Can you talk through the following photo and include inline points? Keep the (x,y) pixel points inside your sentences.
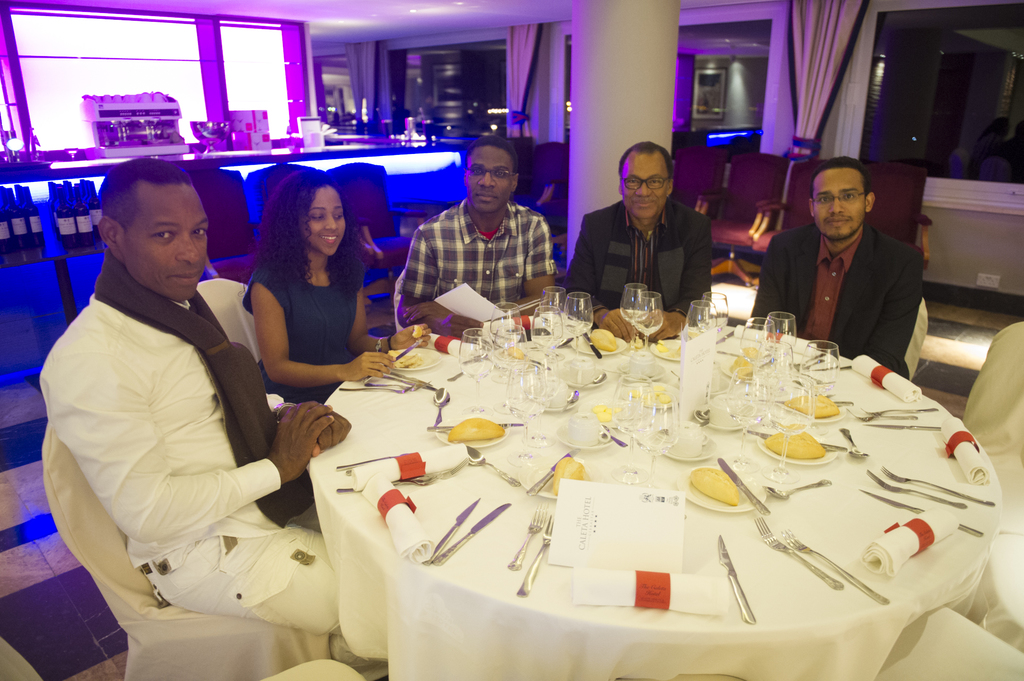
In this image i can see a five persons (300,241) sitting around the table (495,528) and glass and forks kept on the table (505,452), and there is a food item (558,475) kept on the table (512,464). And back side of them there are the bottle (6,198) kept on the bench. on the right side (766,74) i can see a window (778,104) and there is curtain (810,14) attached to the window (780,62).
